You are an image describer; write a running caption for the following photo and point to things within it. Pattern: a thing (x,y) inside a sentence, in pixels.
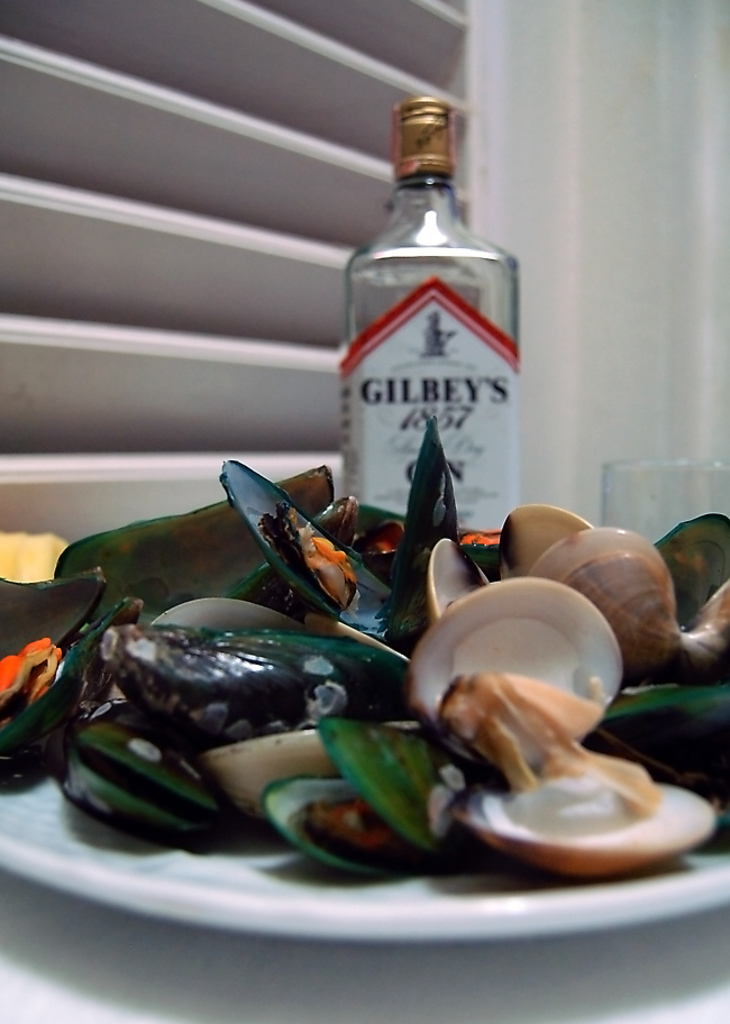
The picture is taken inside a room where on the table (560,1010) there is a plate (437,920) filled with mussels (377,696) and clams (450,565) and there is one bottle (502,398) and glass (669,484) and behind him there is one window (330,273).
